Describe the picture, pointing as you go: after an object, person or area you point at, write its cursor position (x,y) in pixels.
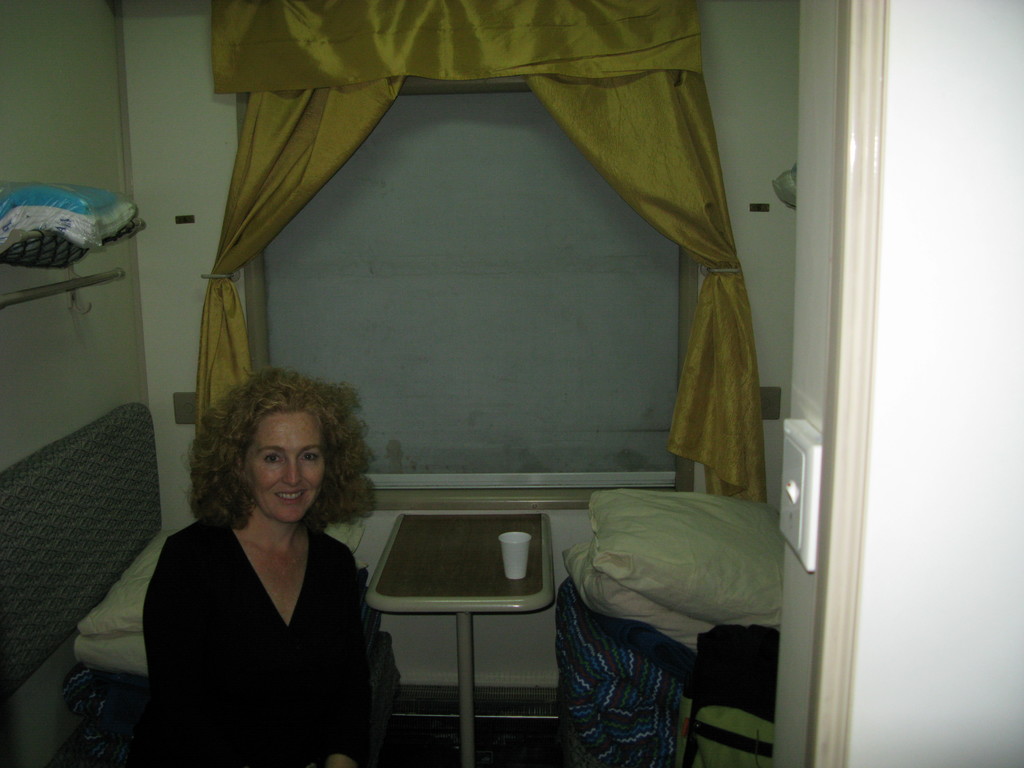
This image consists of chairs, pillows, and table (504,579). On that table (494,574) there is a glass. There is a person (304,584) sitting on the left side (281,659). There is a curtain (606,132) at the top (600,119). This looks like a train (415,617).
